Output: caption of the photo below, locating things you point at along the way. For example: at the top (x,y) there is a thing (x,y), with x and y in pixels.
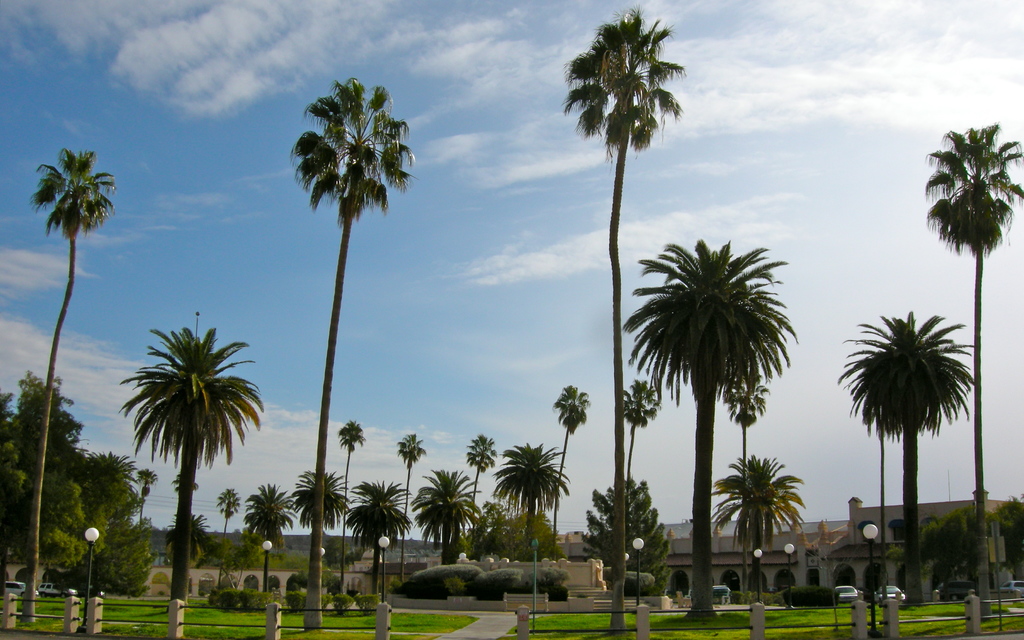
In this picture we can see trees (135,503), fences (754,628), light poles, vehicles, buildings (156,579), grass (697,639) and in the background (734,73) we can see the sky (824,94) with clouds (526,107).
